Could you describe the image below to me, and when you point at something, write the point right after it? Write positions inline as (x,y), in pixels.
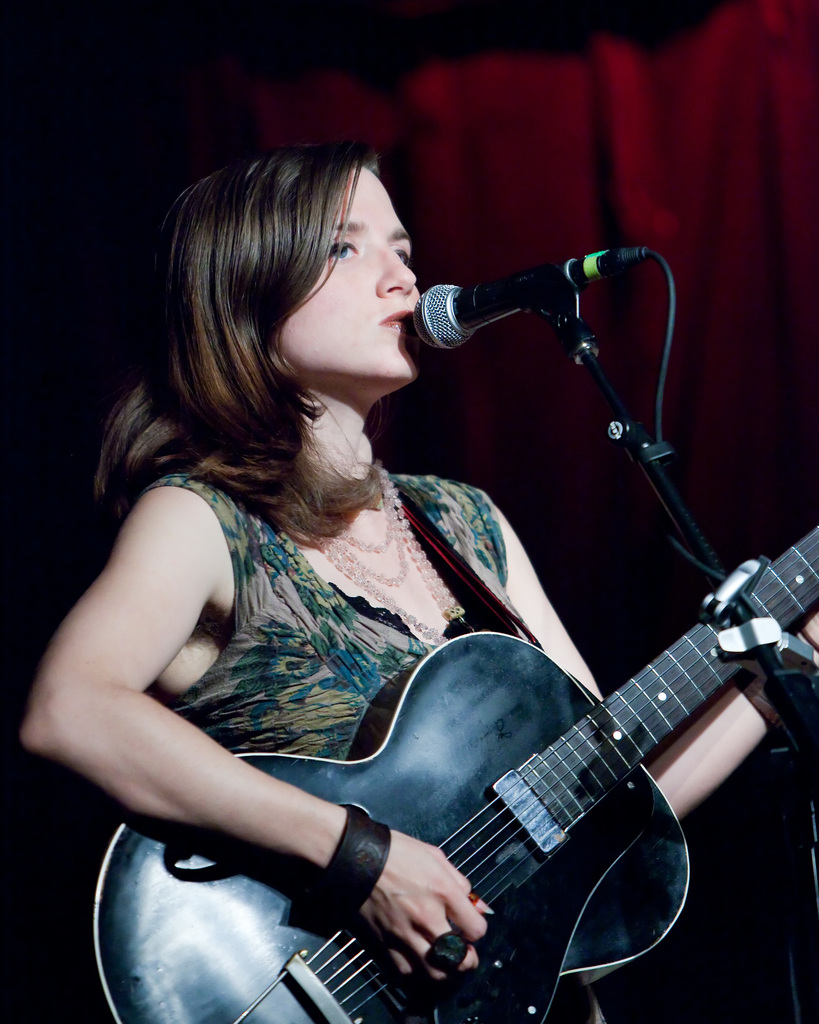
There is a woman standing in the center (276,466). She is holding a guitar (154,893) in her hand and she is singing on a microphone (476,320). In the background (452,237) we can see a red color curtain (571,163).
